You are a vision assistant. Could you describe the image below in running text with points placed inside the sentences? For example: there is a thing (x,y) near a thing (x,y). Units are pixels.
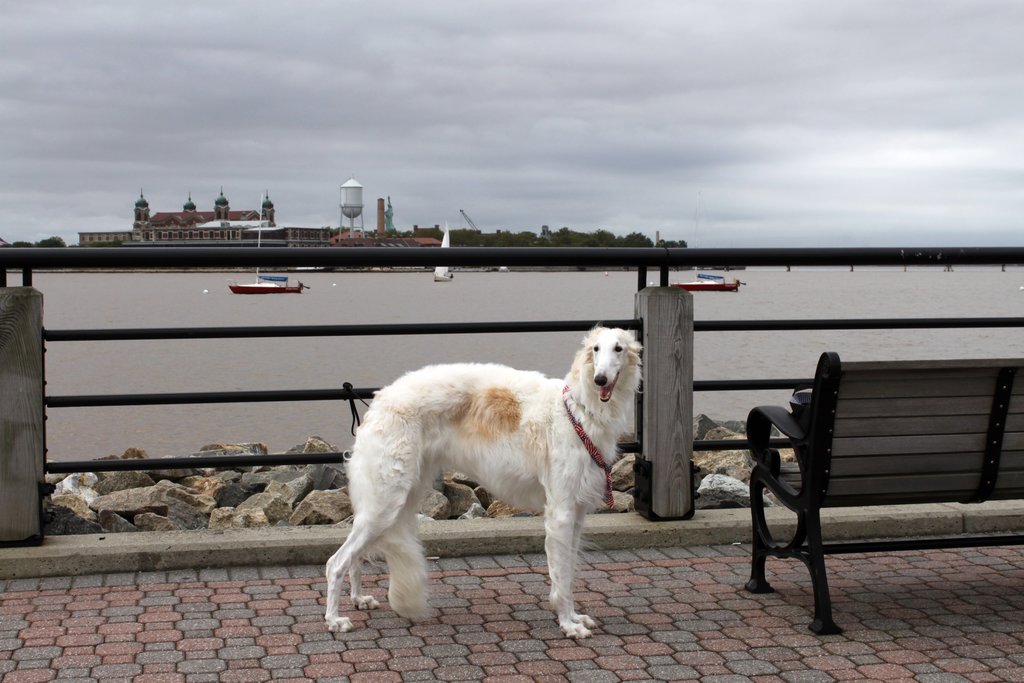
In this picture we can see a dog (573,570) on the road (221,638). This is the bench (851,441). And there is a river (523,297). We can see a boat (282,286) on the river (338,303). On the background (523,136) there is a sky (520,159). These are the buildings (300,243) and these are the trees (470,233).
